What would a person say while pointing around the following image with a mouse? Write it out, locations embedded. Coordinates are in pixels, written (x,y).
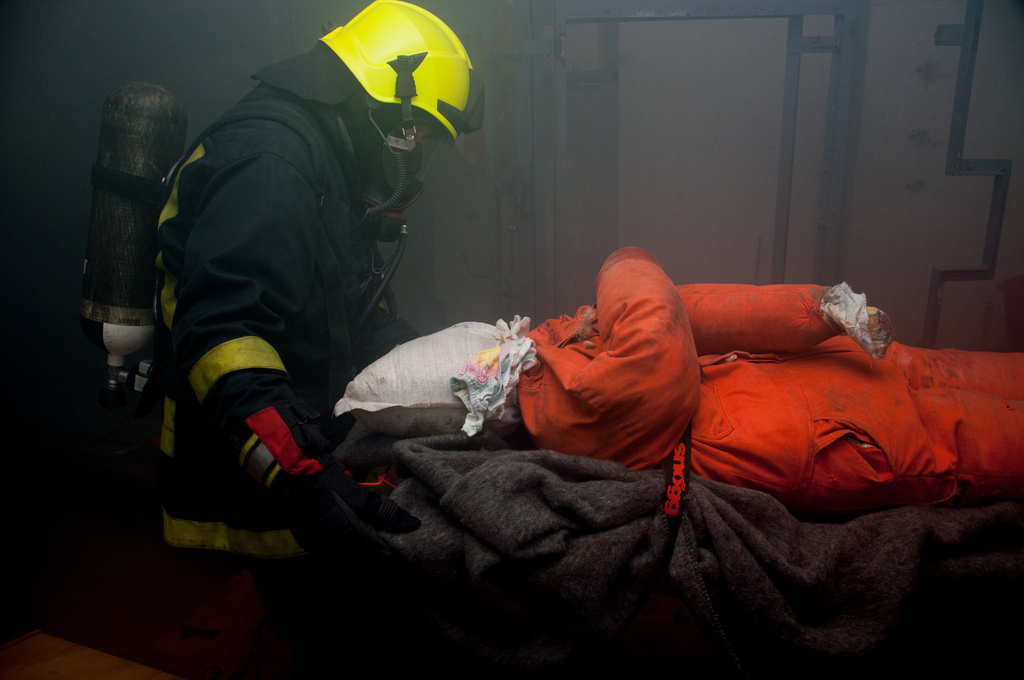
This is an inside view. Here I can see a person (271,292) wearing a costume (223,166), helmet (381,86) on the head (381,86) and standing facing towards the right side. In front of him there is a doll (765,406) dressed in a costume (662,428). In the background (471,206) there is a wall (526,194) and I can see few poles (834,115).
